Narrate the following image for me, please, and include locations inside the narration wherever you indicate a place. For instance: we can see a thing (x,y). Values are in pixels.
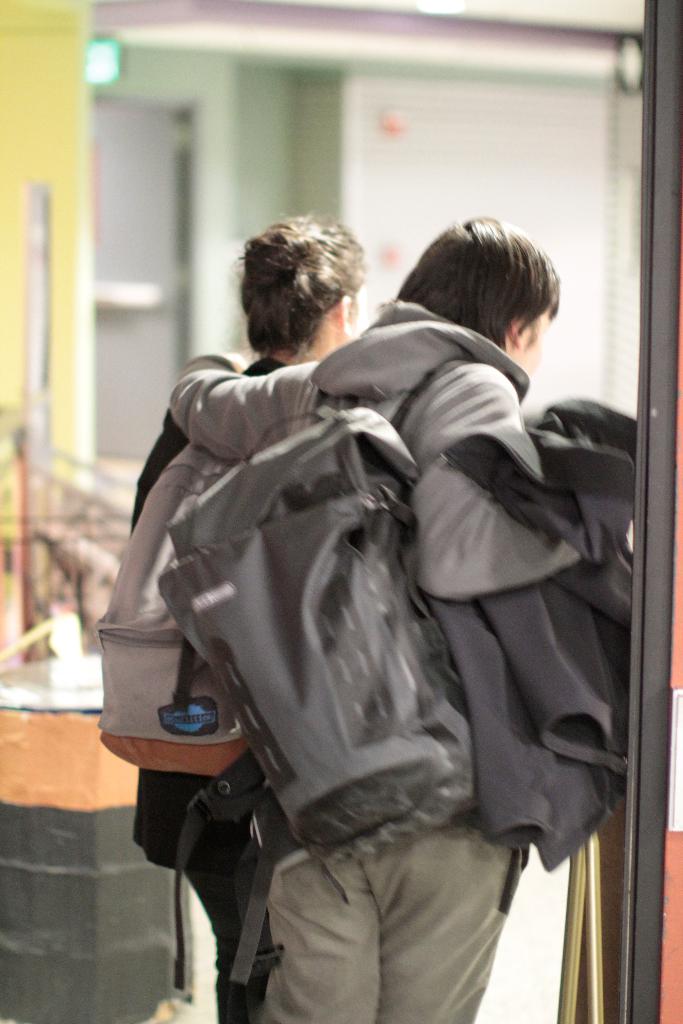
In this image there are two persons (377,896) who are standing, and they are wearing bags (317,610). On the background (127,148) there is a wall (537,144) and a door (118,242) is there.
